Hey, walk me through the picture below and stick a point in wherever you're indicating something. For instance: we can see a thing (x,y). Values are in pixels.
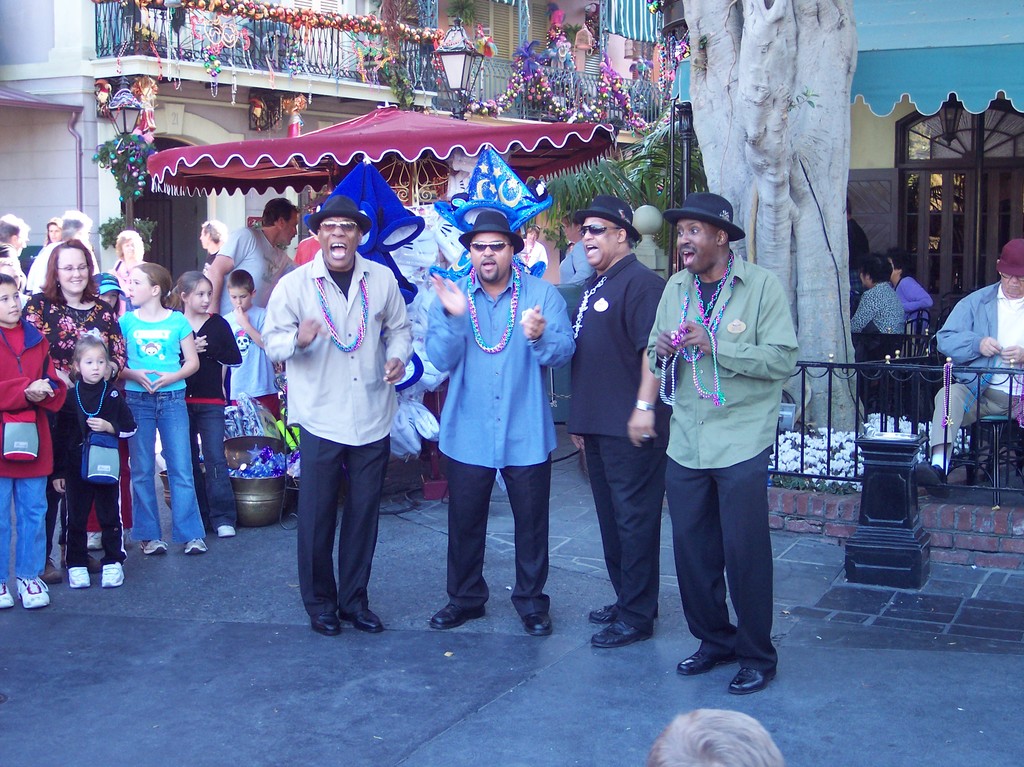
In this image there are people (564,346) standing on a pavement (779,680), in the background (774,213) there are trees (736,173), tents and buildings (284,68).
